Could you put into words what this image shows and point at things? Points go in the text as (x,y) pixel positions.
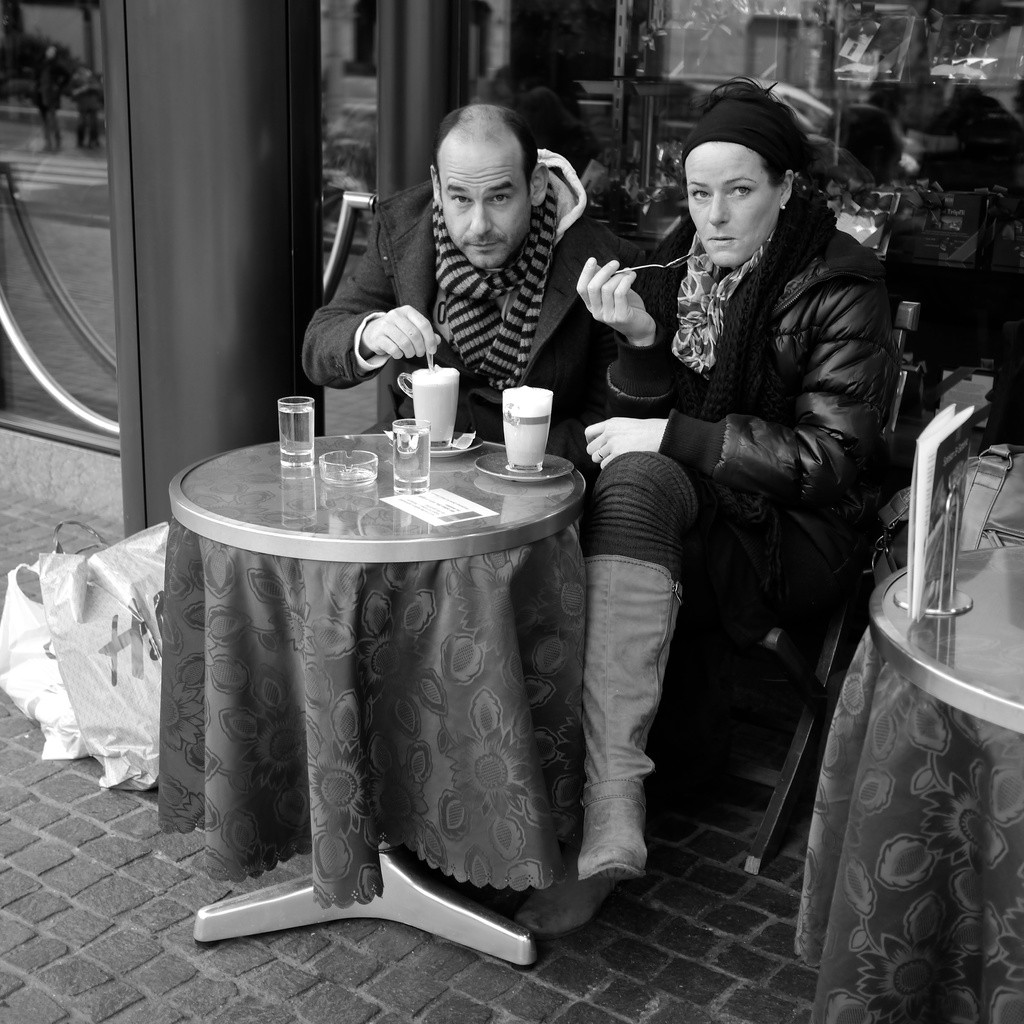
There are two persons (577,280) sitting in a chair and there is a table (449,464) in front of them, Which contains glasses (407,419) on it.
